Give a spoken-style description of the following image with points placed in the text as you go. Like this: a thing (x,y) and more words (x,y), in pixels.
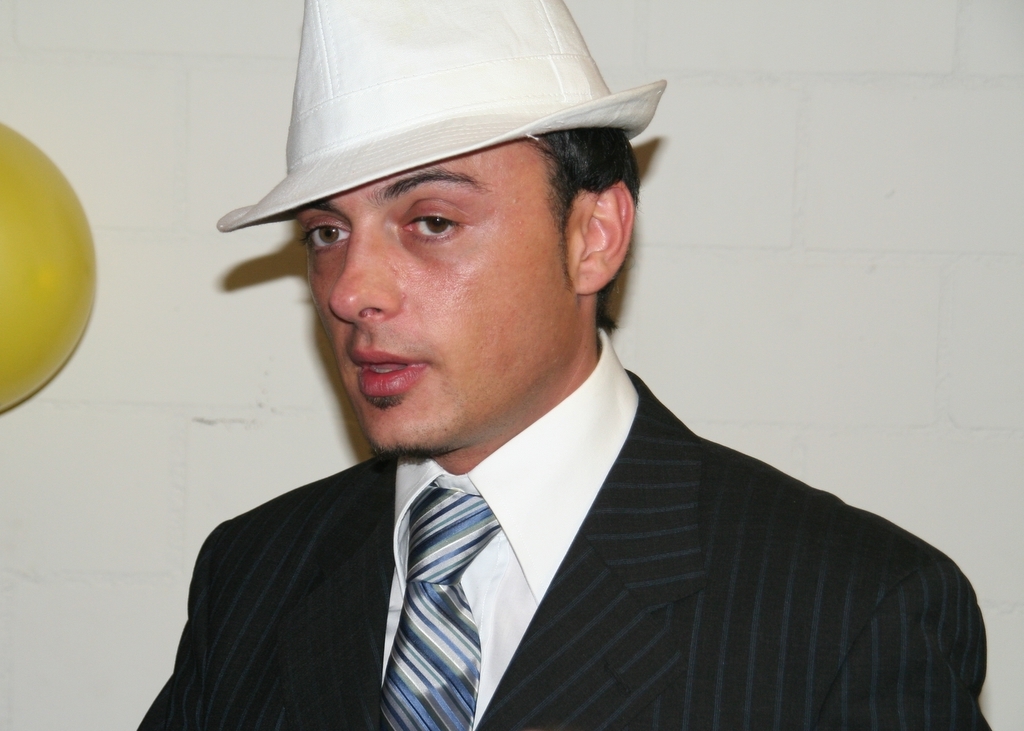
In this picture there is a man (435,448) who is wearing cap (573,52) and suits (581,589). On the left (50,210) there is a yellow ball (59,238). In the back (860,255) we can see wall (812,319).
